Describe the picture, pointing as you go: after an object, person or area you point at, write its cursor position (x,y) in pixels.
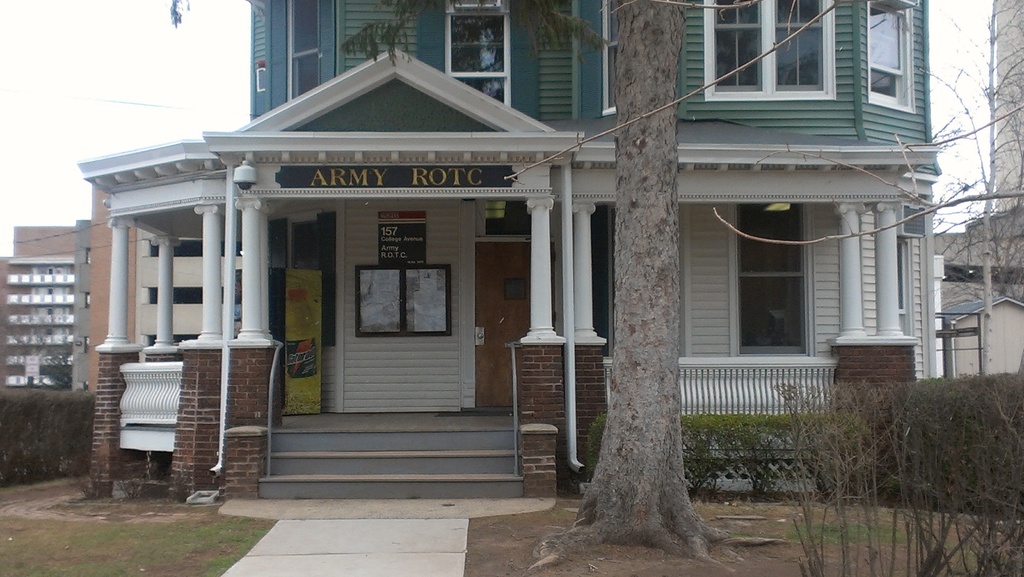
In this image there is a building (433,233) in the middle (449,204). On the right side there is a tree (627,253) in front of the building (608,258). There are steps (382,445) in the middle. At the top (115,80) there is sky (107,69). In front of the building (589,386) there is a garden (733,446).
